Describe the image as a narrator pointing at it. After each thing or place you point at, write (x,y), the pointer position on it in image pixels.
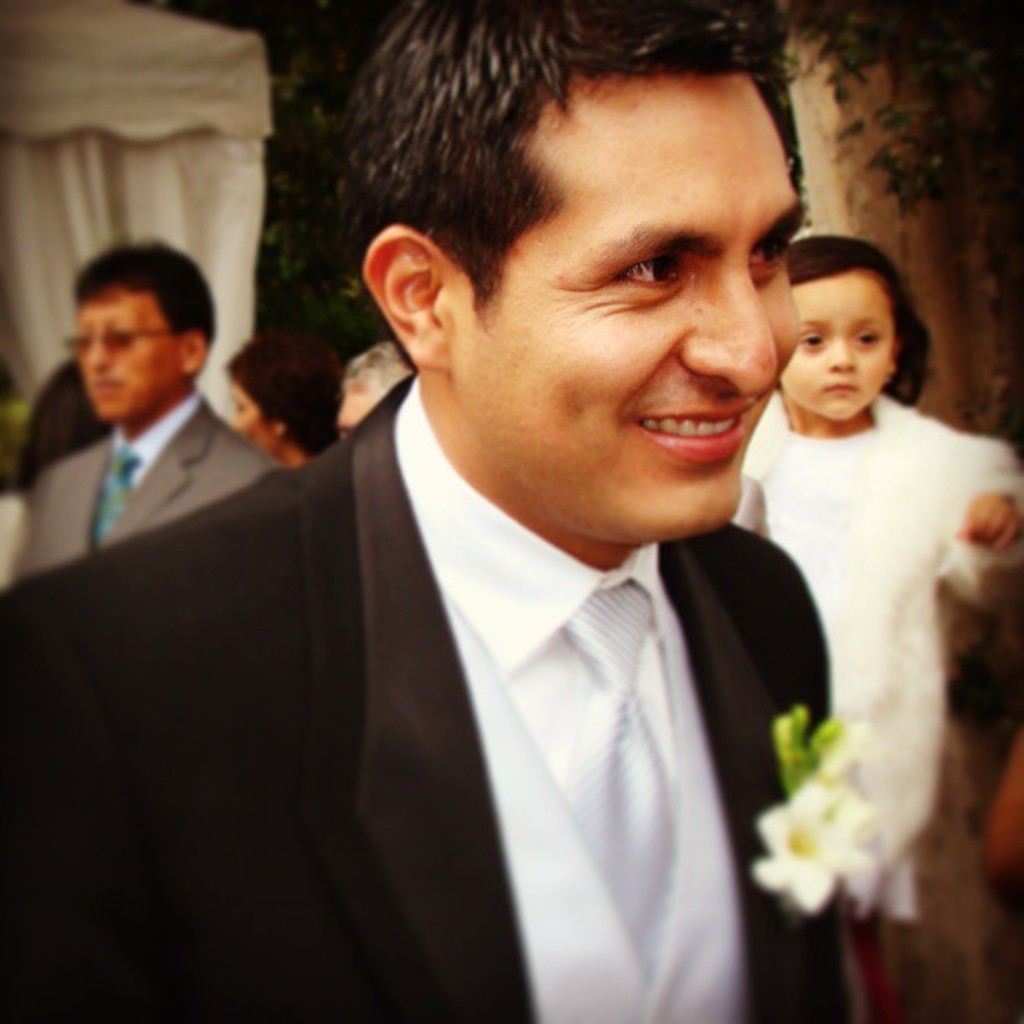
There is a person (144,739) wearing tie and a black coat (457,699) is smiling. On the coat (345,723) there is a flower (784,826). In the back (860,472) there's a girl (829,435) and few people (195,388).
